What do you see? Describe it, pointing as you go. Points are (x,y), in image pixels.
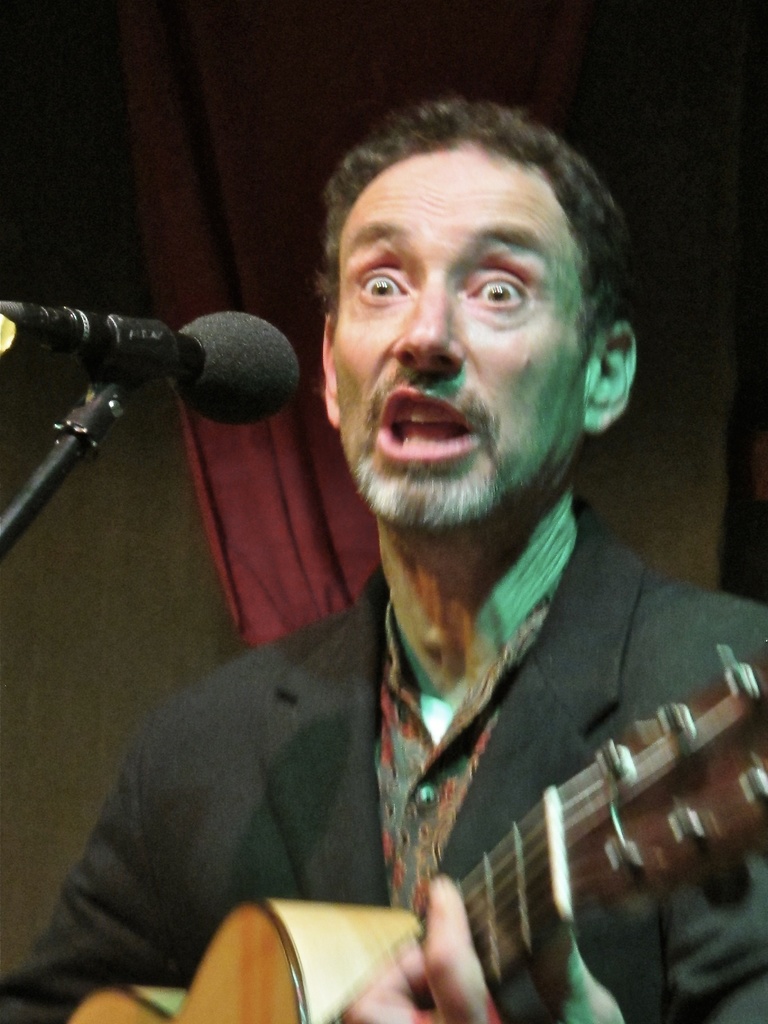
In this image, a person (500,128) is standing in front of the mike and playing guitar (665,833). In the background (252,541) a curtain (242,259) of red wine in color is visible and wall (143,539) of black in color. This image is taken inside a stage (694,153).
